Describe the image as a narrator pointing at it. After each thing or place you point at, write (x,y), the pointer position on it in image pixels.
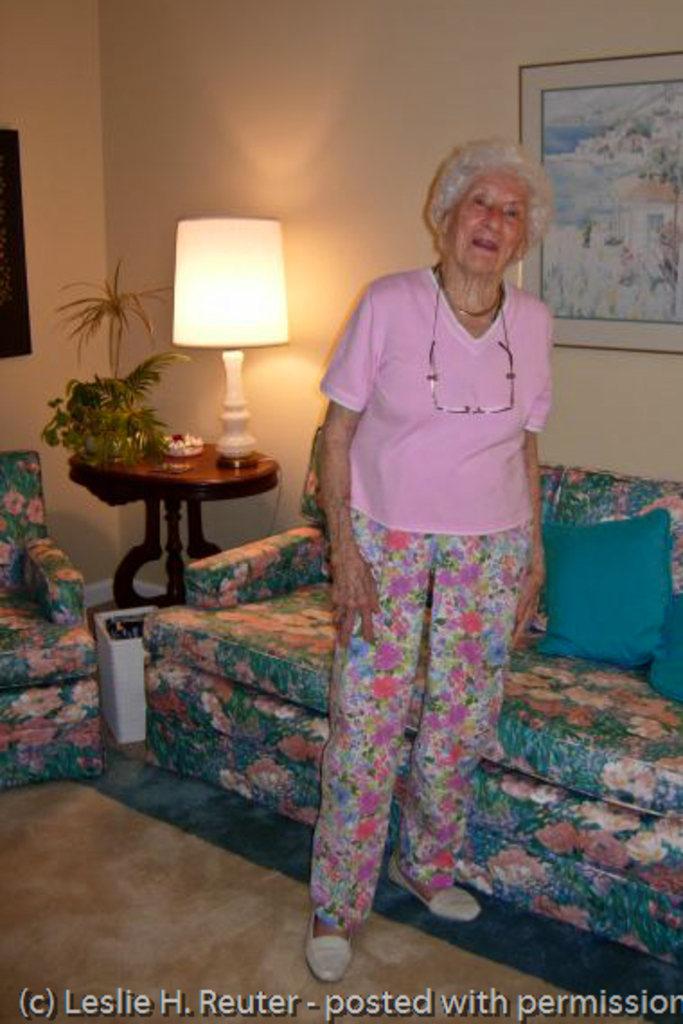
There is a woman (364,381) standing on the floor (174,813). These are the sofas (578,864). This is table (190,544). On the table (176,576) there is a lamp (195,299) and this is plant (117,383). On the background (296,77) there is a wall (638,381) and this is frame (611,274).
